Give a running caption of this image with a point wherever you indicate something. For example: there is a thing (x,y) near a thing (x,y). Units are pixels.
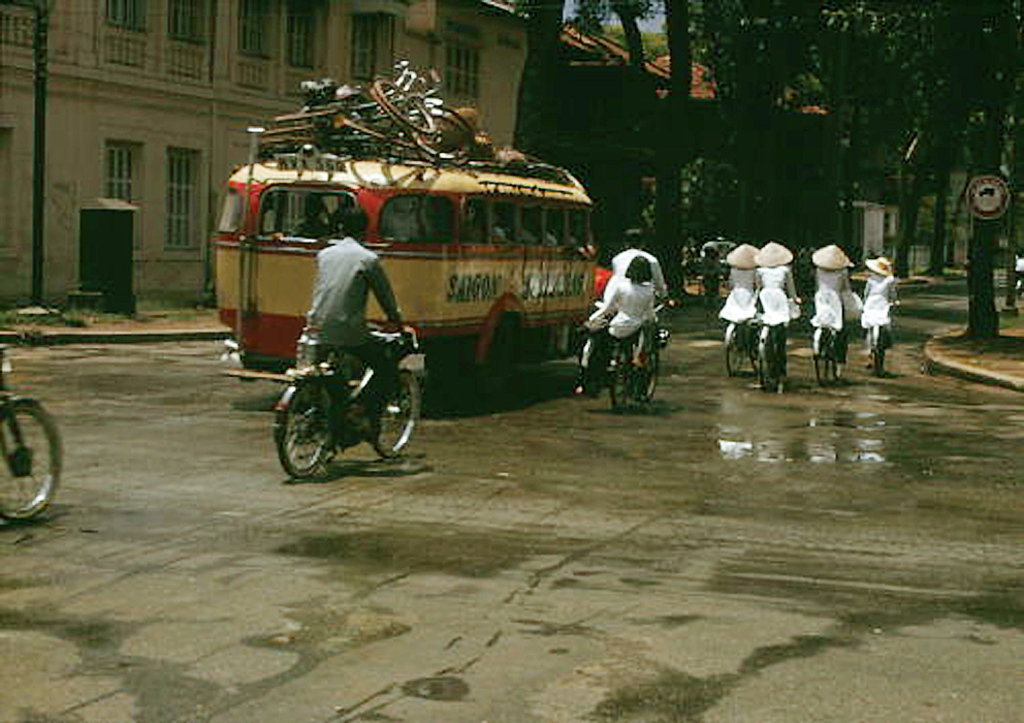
In this image I can see few people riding bicycles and I can see few vehicles (477,251). In the background (343,54) I can see few buildings (469,68), trees (744,69) and the sky (573,12) is in blue color.
